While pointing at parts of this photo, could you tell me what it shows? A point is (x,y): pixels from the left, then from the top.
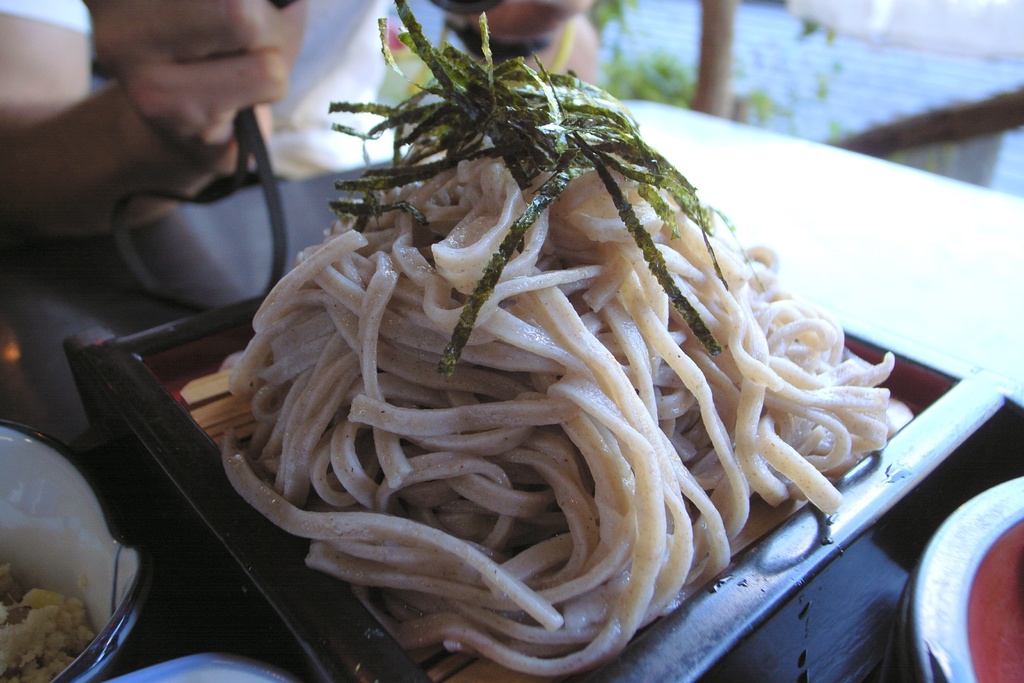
In this image we can see some food items (570,304) in a tray (150,359) on a table (740,195), behind the tray (199,346) we can see a person's hand (216,107).
